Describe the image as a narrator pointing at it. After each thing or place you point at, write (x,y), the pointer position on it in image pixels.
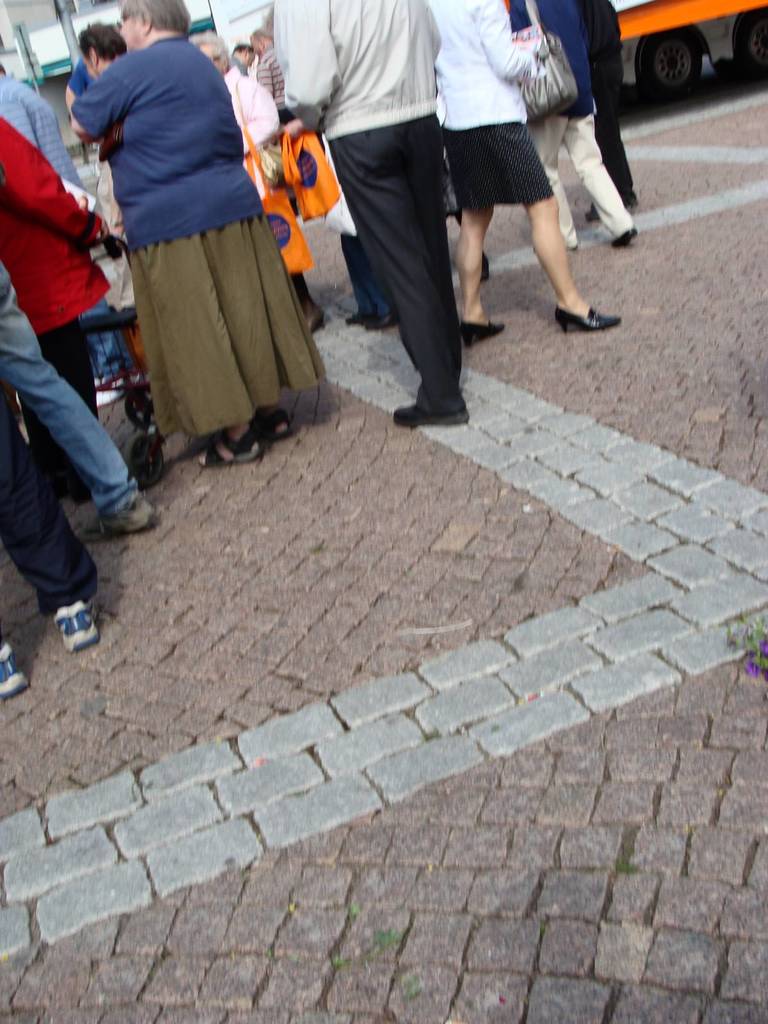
In this image we can see few persons (138,509) are standing on the footpath (422,709) and among them few persons (183,67) are holding bags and there is a cart wheel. In the background (86,17) we can see poles (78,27), wall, vehicle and objects (40,31).
